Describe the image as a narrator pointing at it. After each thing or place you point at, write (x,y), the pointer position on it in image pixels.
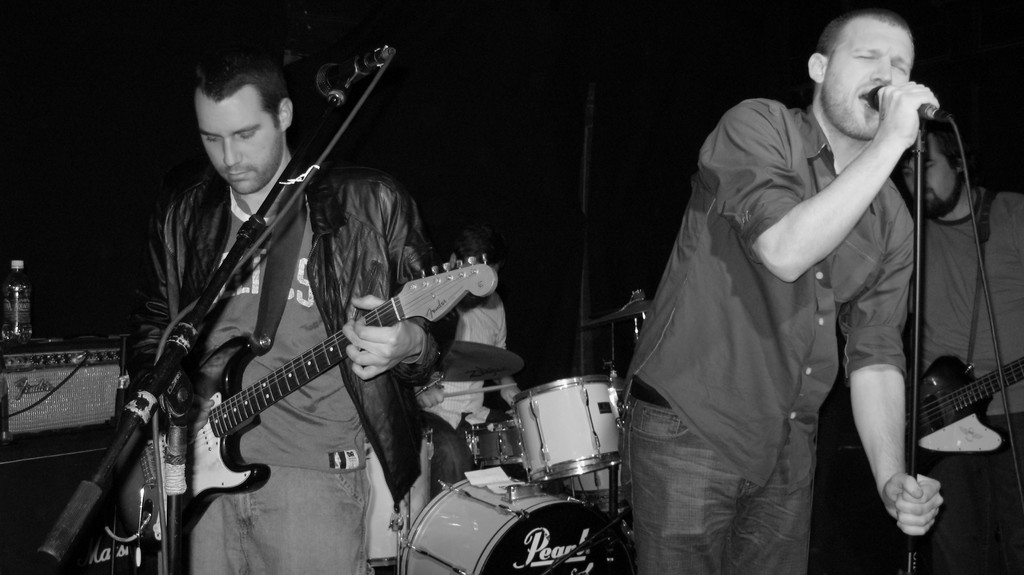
In this picture there are four musicians (325,440), one of the guy (316,247) is playing guitar (234,390) and there is a guy (793,222) singing through a mic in front of him.
